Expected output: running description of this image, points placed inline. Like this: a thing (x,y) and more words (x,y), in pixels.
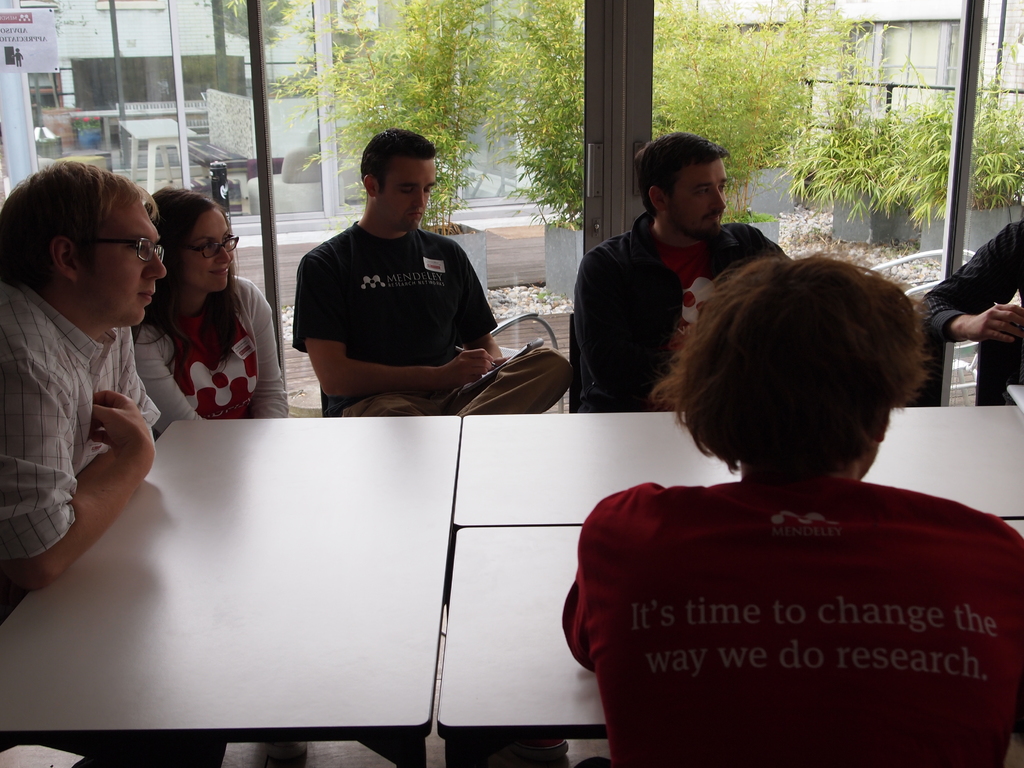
In this picture there are a group of people (995,315) sitting and smiling, there is a window (644,56) in the backdrop (372,69).
